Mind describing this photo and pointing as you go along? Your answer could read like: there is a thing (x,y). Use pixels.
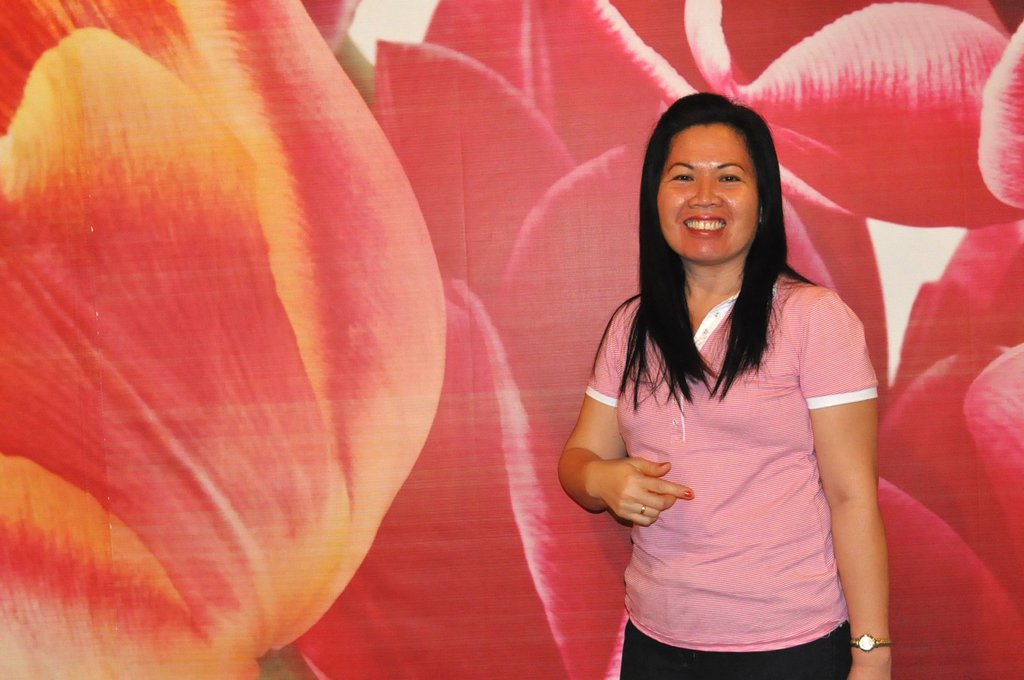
In this image we can see a person (738,324). Behind the person (843,347) we can see the picture (482,407) of the flowers (482,407).
